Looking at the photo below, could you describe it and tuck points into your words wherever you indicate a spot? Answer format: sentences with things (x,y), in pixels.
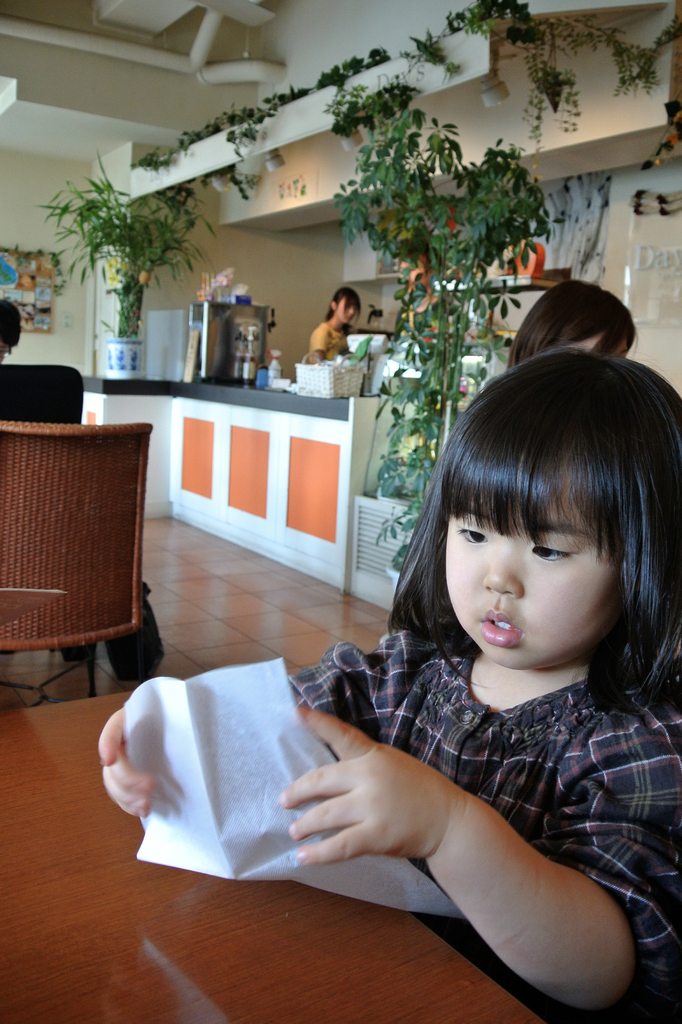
In this image I can see a girl (526,608) sitting on the chair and there is a table (102,717). At the back side (132,204) there is a flower pot (139,209).
